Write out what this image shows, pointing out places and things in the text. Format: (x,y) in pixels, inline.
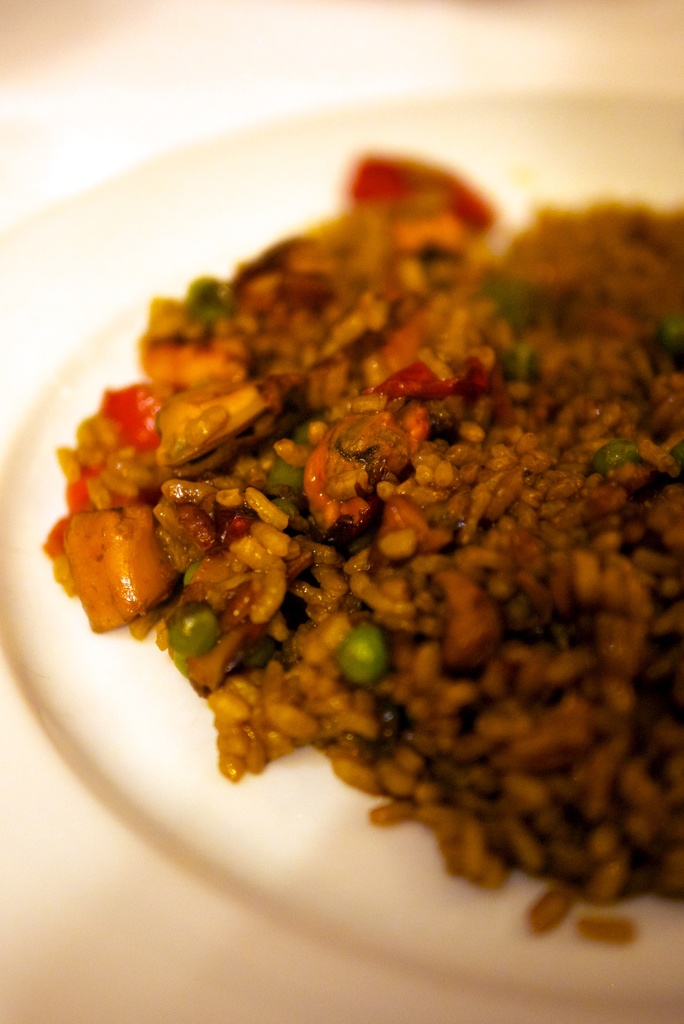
In this image I can see white colour plate (48,778) and in it I can see brown colour food (228,601). I can also see this image is little bit blurry from background (103,55).
